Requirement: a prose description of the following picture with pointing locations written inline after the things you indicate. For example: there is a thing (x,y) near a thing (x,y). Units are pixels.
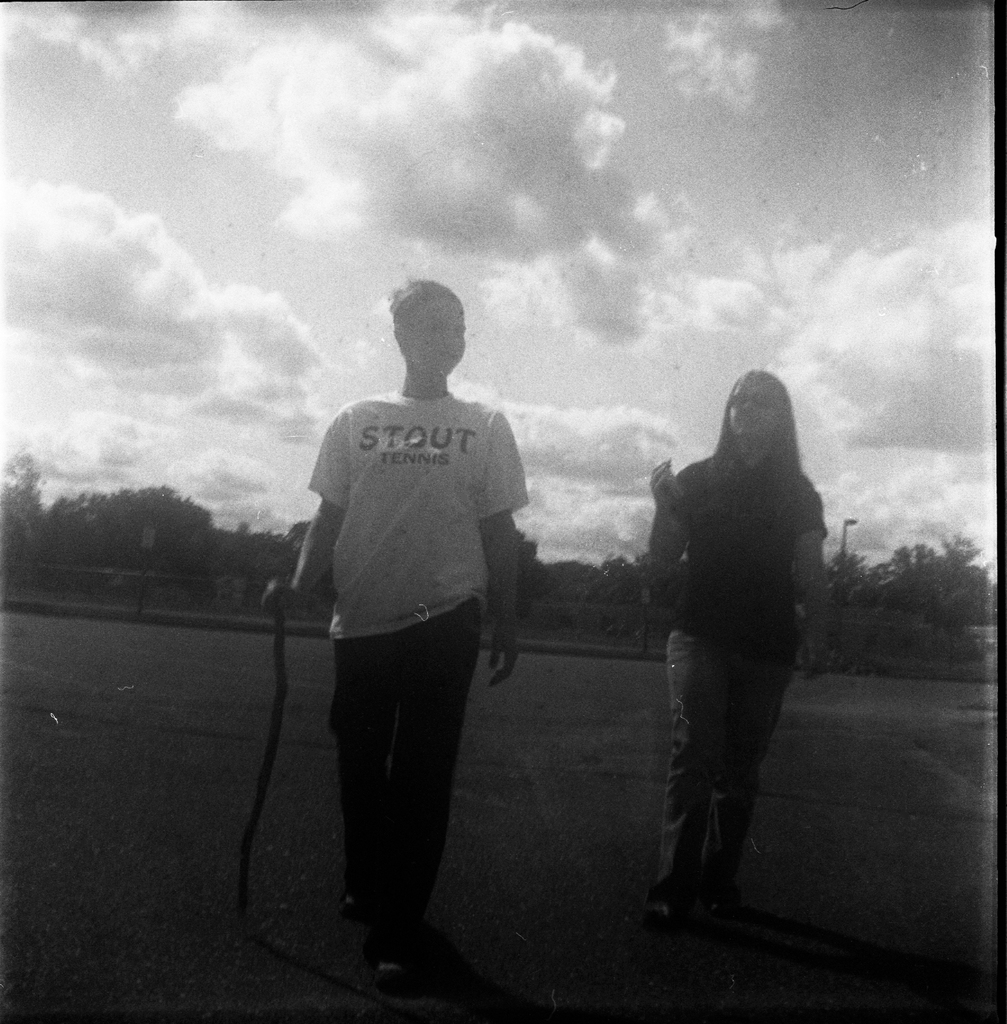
There is a person (367,509) holding a stick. Behind the person (408,542) there is a woman (682,541) wearing a goggles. Both are walking. In the background (176,510) there is sky (490,198) and trees (143,500).
